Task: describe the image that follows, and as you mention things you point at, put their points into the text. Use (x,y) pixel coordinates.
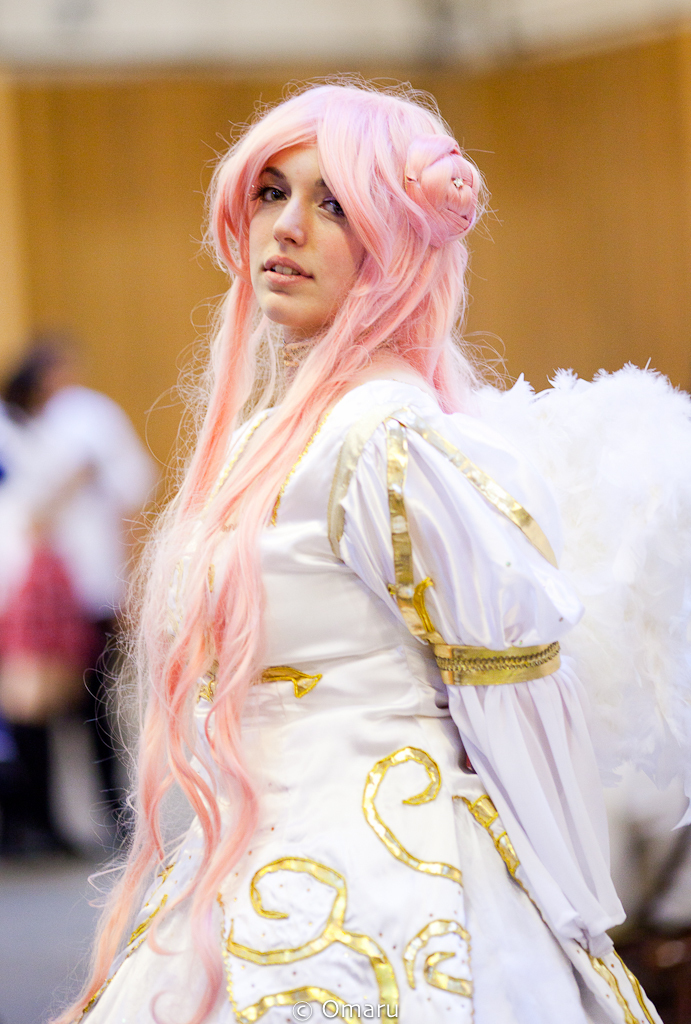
In this image I can see a woman (463,460) wearing a white color gown (384,564) and woman hair (340,157) is in pink color and her mouth (290,270) is open.
